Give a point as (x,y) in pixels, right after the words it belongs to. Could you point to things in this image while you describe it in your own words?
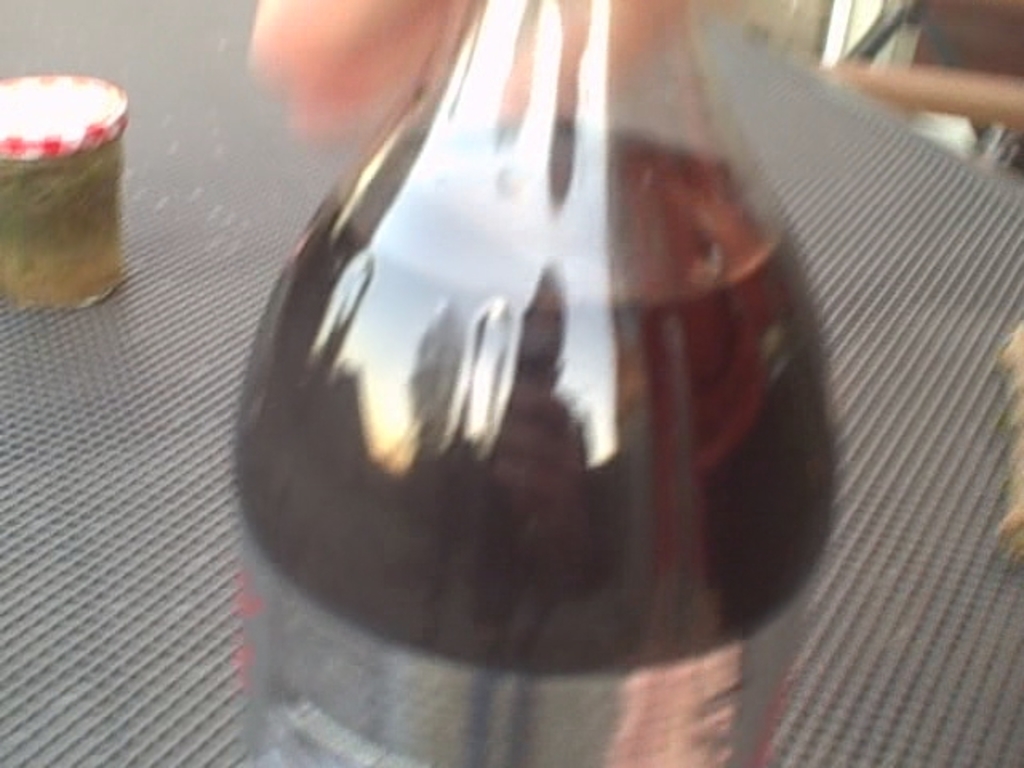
In this image there is a table (891,382). There is a gray color background (934,369). There is a cool drink bottle (356,469). There is a glass (40,172) on the left side (109,239). There are chair (958,77) a person (945,88) on the right side (923,90) I think.
